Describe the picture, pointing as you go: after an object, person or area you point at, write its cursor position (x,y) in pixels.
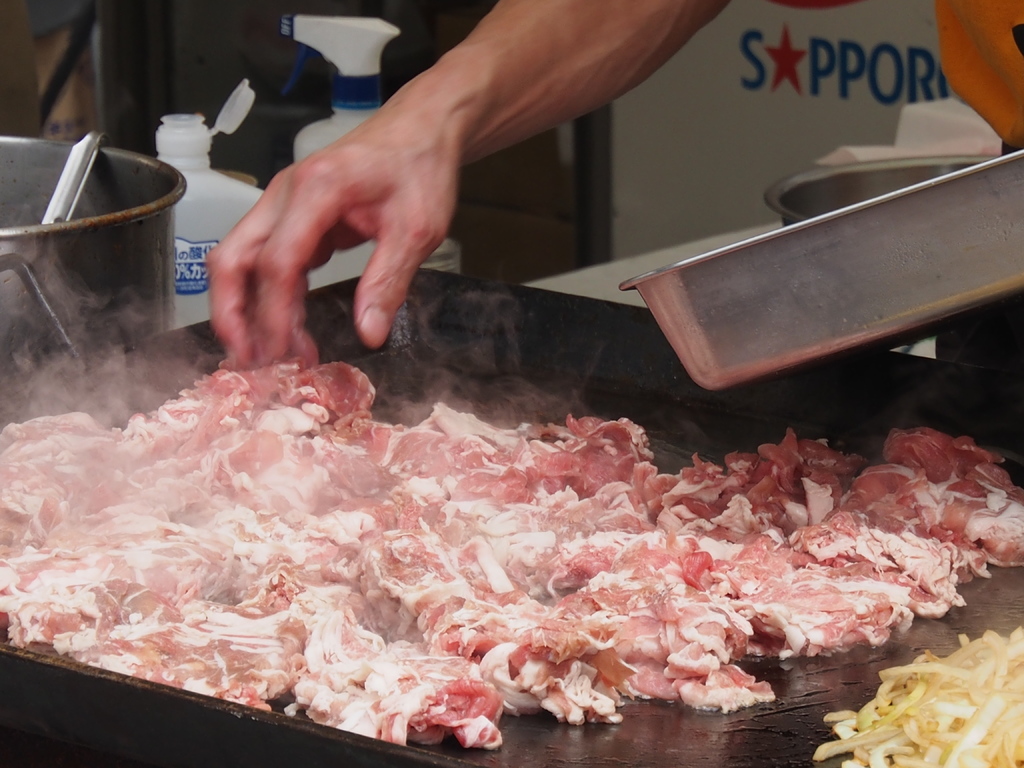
In this image we can see meat (871,479) placed on the cooking pan (654,704). In the background (371,76) we can see person's hand (423,83), ladle (77,167), plastic containers (216,178) and utensils (108,233).
